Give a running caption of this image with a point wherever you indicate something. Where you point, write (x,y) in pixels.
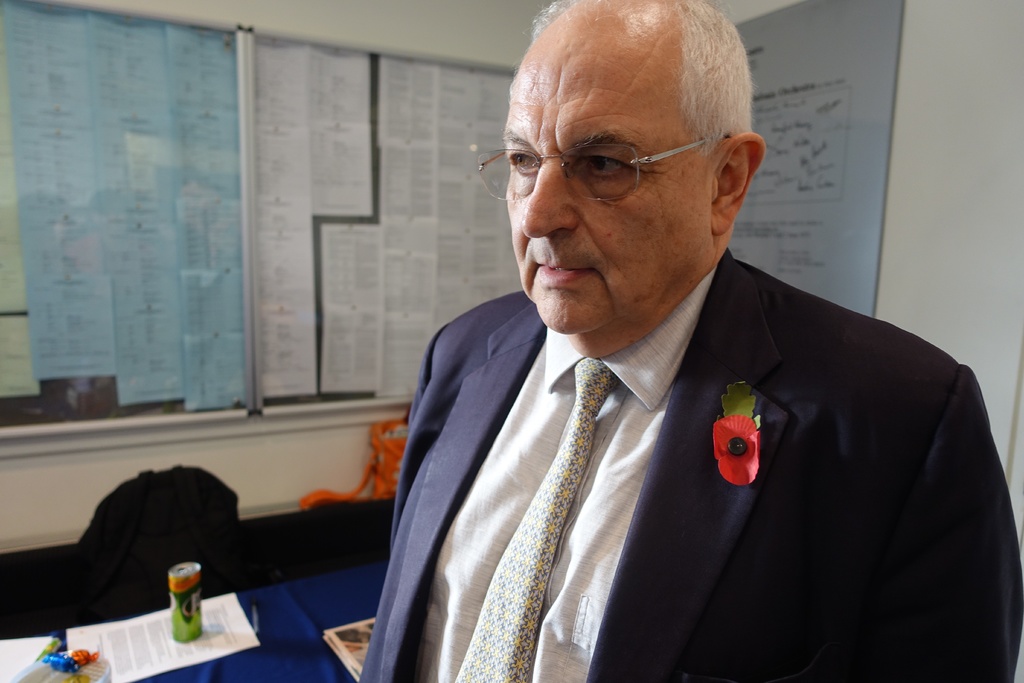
In this image I can see the person (390,628) standing and the person (829,605) is wearing blue blazer (750,567), cream color shirt (613,528) and, cream and yellow color tie (539,527). Background (327,680) I can see few papers (349,640) on the table (352,618) and I can also see few boards (176,296) attached to the wall (309,442) and the wall (399,35) is in white color.
